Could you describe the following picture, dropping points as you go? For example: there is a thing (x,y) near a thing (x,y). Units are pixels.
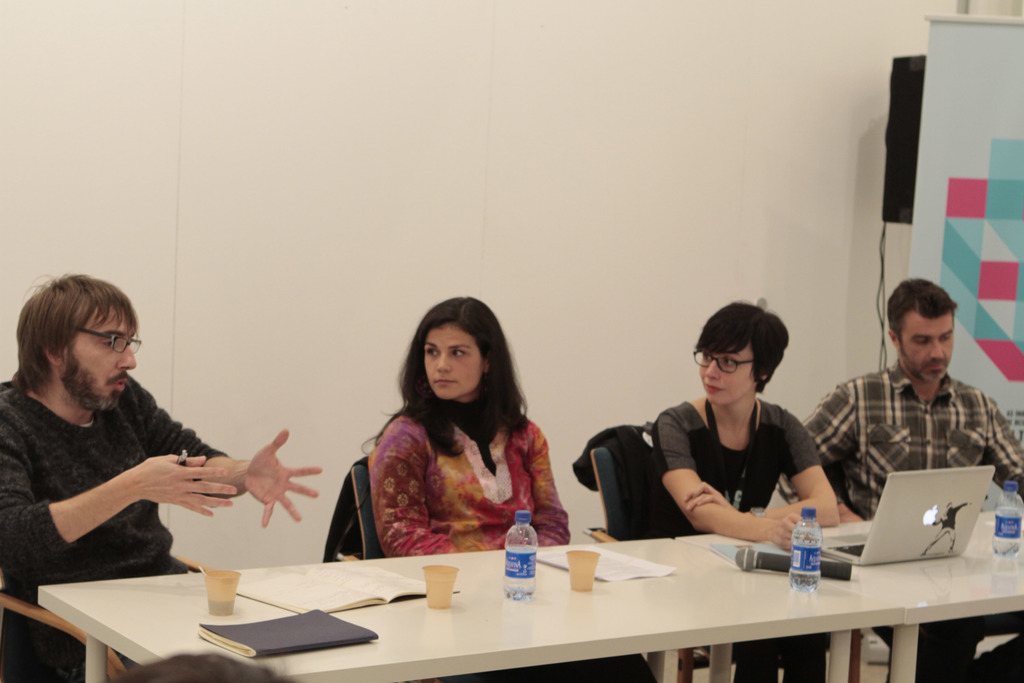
In this image there are four people (450,506) sitting on the chair (359,519). On the table (244,618) there is a cup (228,595), book (330,629), water-bottle (516,577), mic (750,550) and a laptop (918,515).
